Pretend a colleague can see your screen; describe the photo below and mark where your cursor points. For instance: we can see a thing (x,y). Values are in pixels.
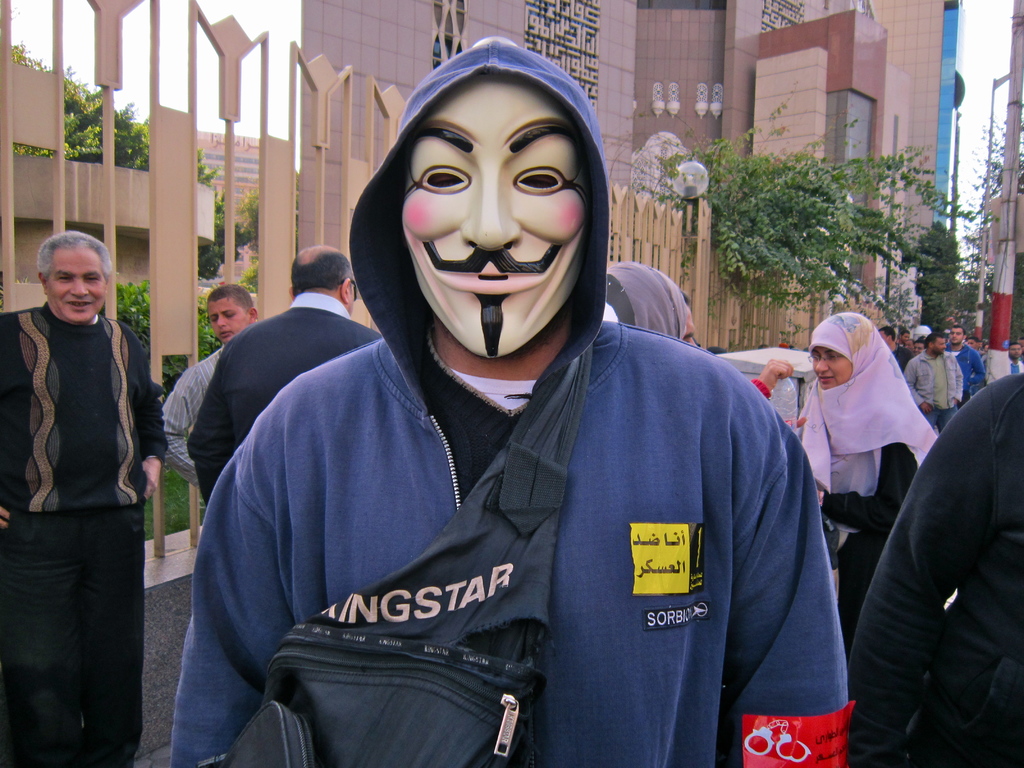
In this image I can see few people (609,437), trees (799,235), buildings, fencing (226,67), sky (281,45) and one person (440,434) is wearing the mask (476,332) and the bag (548,592).
